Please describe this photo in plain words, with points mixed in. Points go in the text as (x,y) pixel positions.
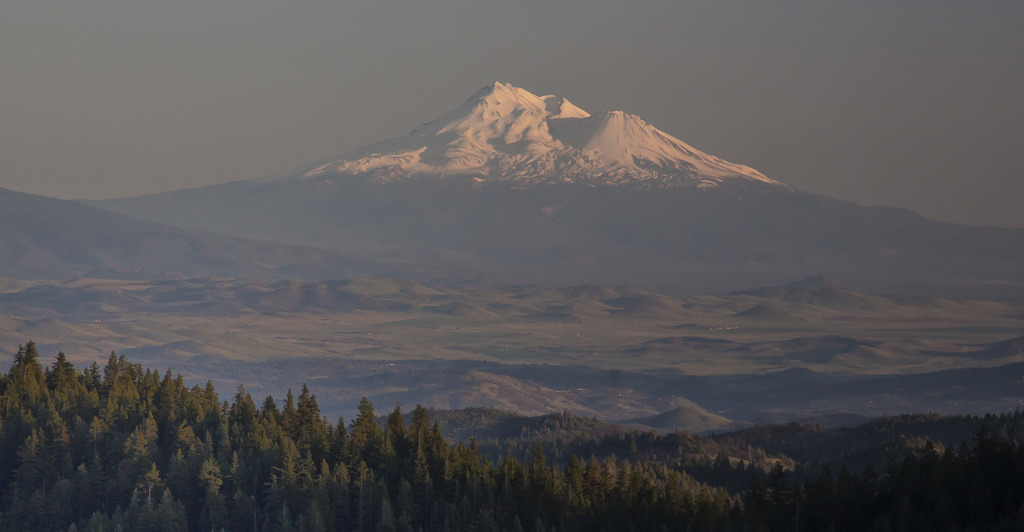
In the foreground of the image (527,494) we can see a group of trees (659,496). In the background (655,383), we can see mountains (574,225) and the sky (552,72).
